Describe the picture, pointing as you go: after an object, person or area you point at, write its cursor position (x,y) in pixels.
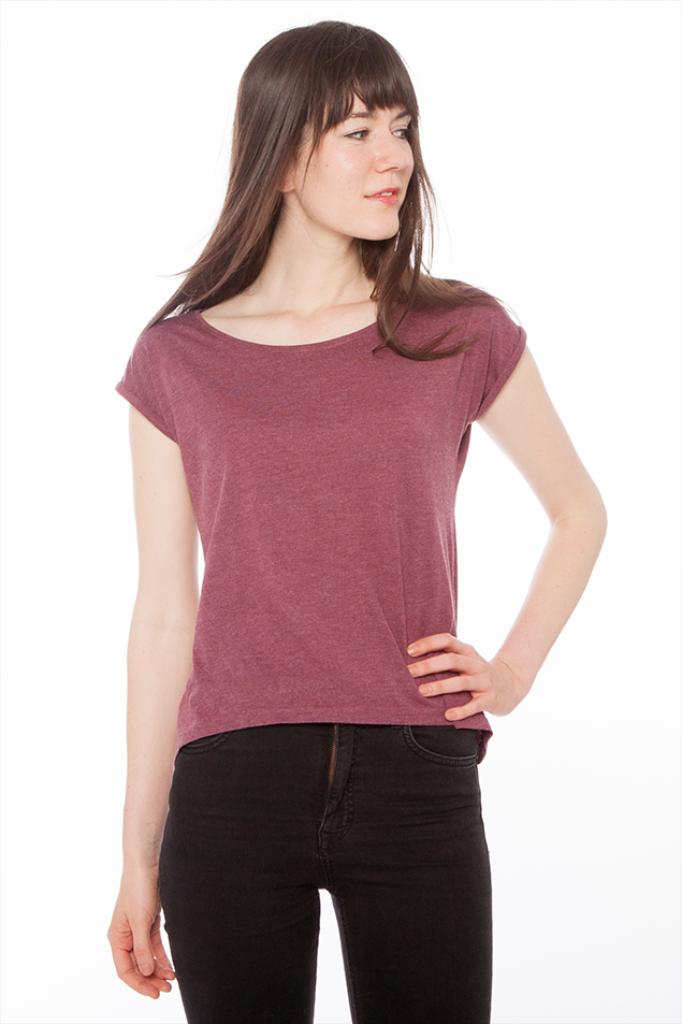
In this image we can see a woman (393,562) standing and the background (650,903) is white.
